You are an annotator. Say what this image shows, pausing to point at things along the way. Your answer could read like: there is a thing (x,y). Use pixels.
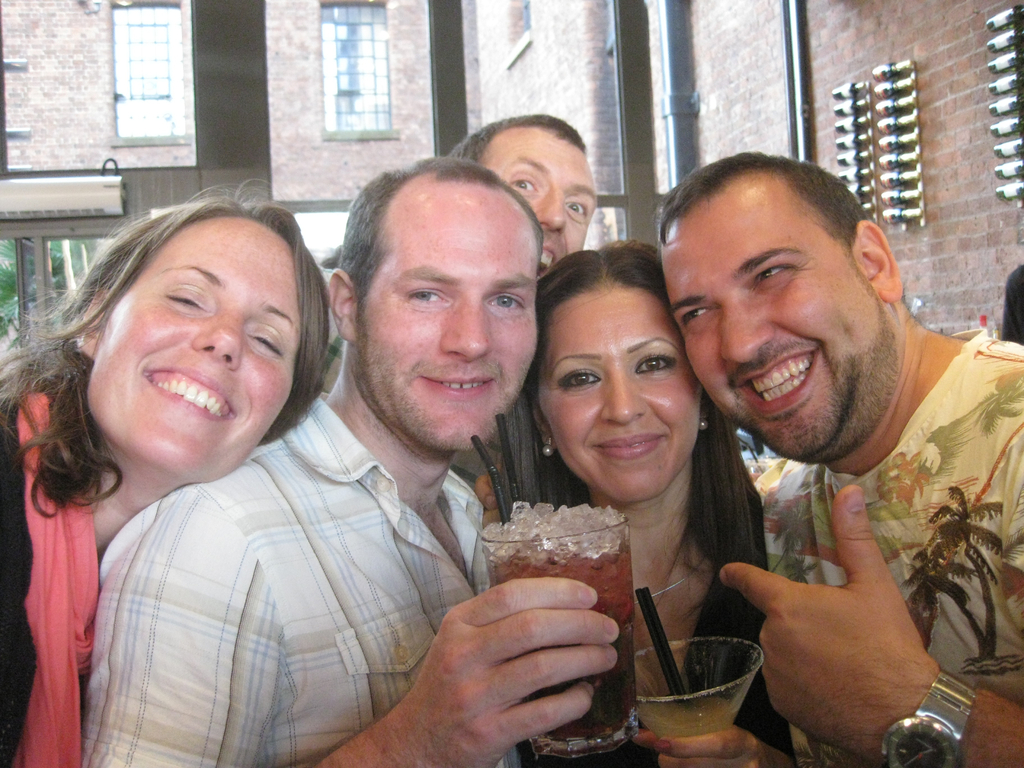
These persons (532,472) are standing and smiling and these two persons (542,664) are holding glass (610,702). On the background (218,155) we can see building (287,14), windows (54,269), wall (286,34).
